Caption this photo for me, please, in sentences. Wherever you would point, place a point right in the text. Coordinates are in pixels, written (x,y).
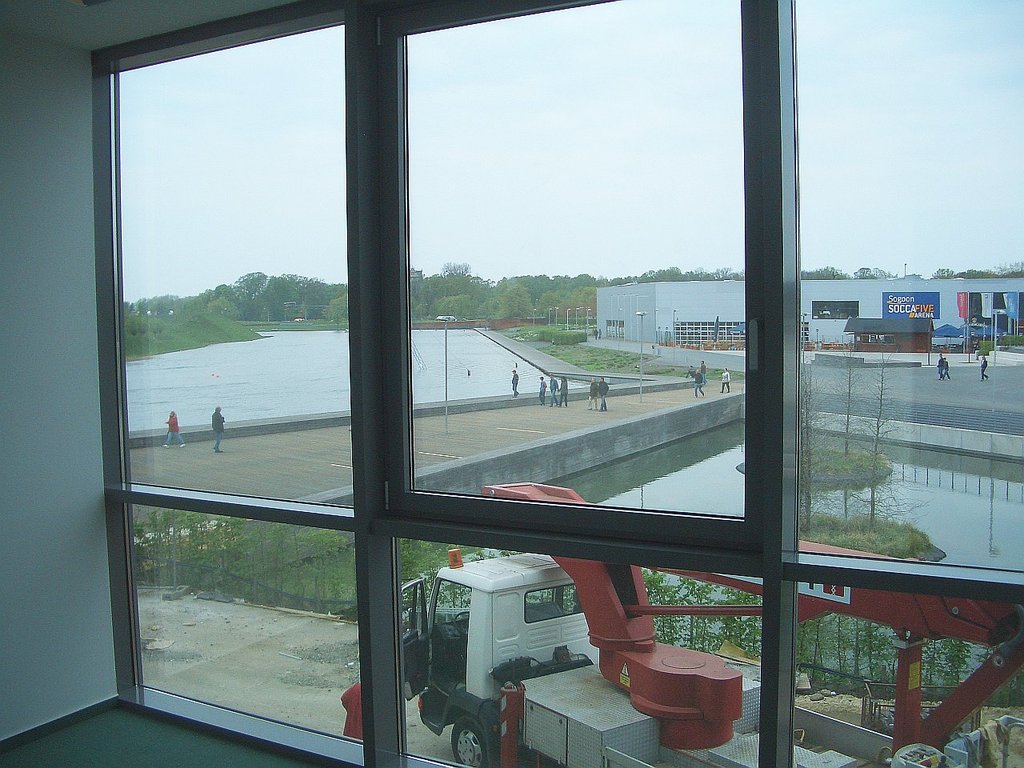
In this image I can see the windows (123,626). Through the windows (397,616) I can see the vehicle (527,644) which is in white and red color. To the side of the vehicle (531,573) I can see water (701,491). To the side of the water (707,436) there are group of people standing and wearing the different color dresses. In the background (714,323) I can see the shed (729,334), many trees (528,293) and the sky (643,156). I can also see the flags (964,303) and boards (928,303) to the right (913,302).
